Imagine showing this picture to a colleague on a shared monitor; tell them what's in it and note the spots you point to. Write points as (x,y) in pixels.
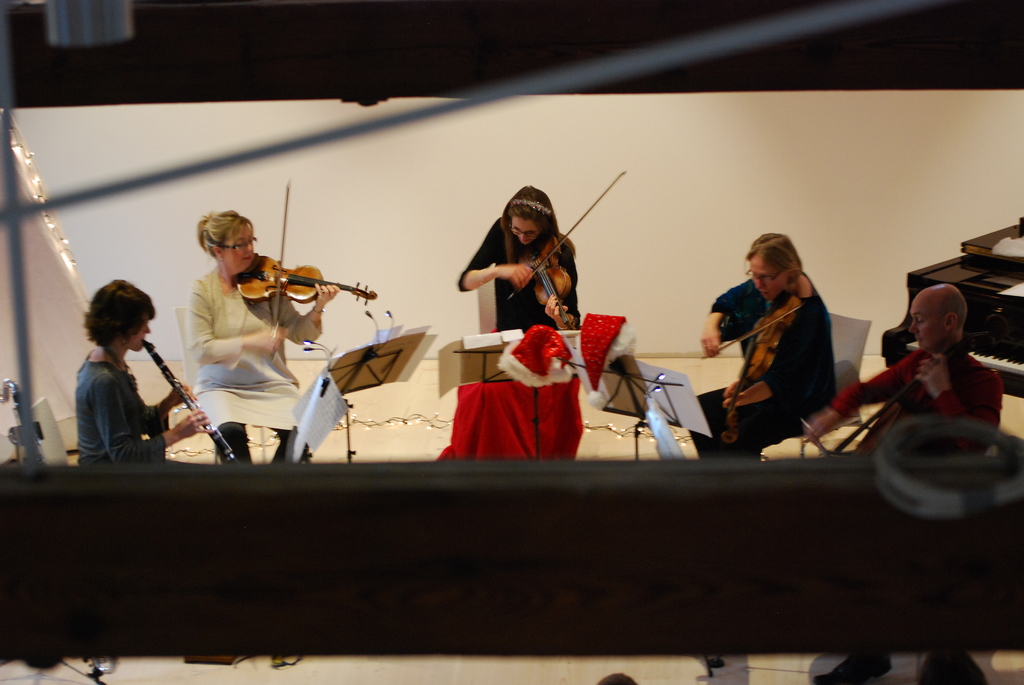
In this image three woman (752,421) in middle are playing violin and at the left side of the image (154,459) is playing the musical instrument (174,382). Person (990,394) at right side (982,404) is playing instrument (893,420). Right Side (1008,361) there is piano (1009,333). There is stand (625,367) in front of woman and a cap (598,370) on it.
